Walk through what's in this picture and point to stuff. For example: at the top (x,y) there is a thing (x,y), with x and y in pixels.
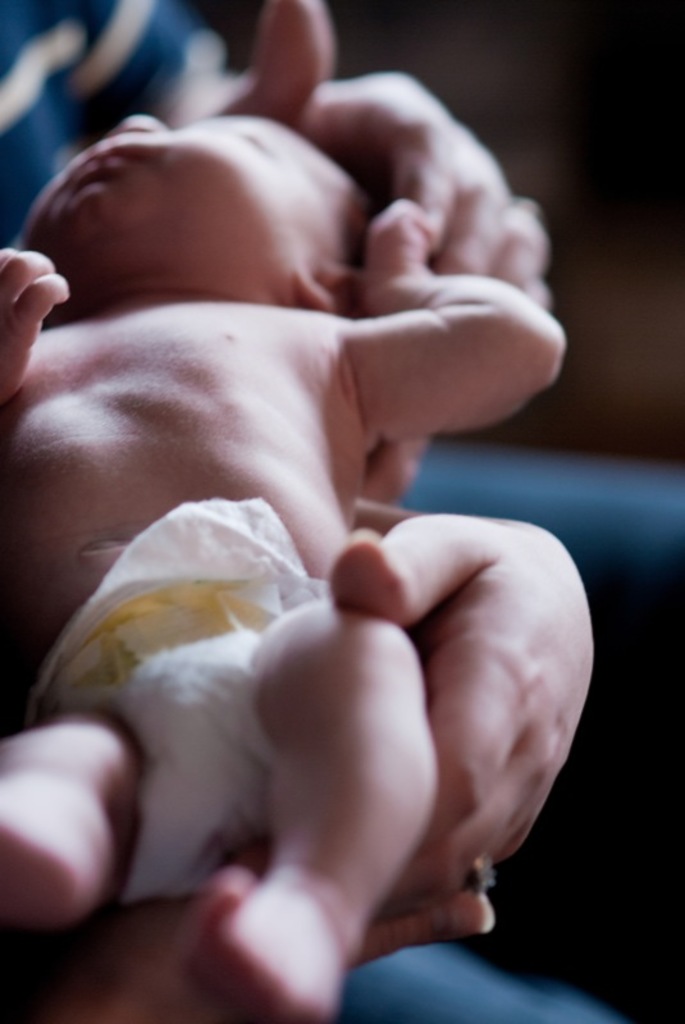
In this image we can see a person (443,960) holding a baby (220,461) with his hands (440,613).
